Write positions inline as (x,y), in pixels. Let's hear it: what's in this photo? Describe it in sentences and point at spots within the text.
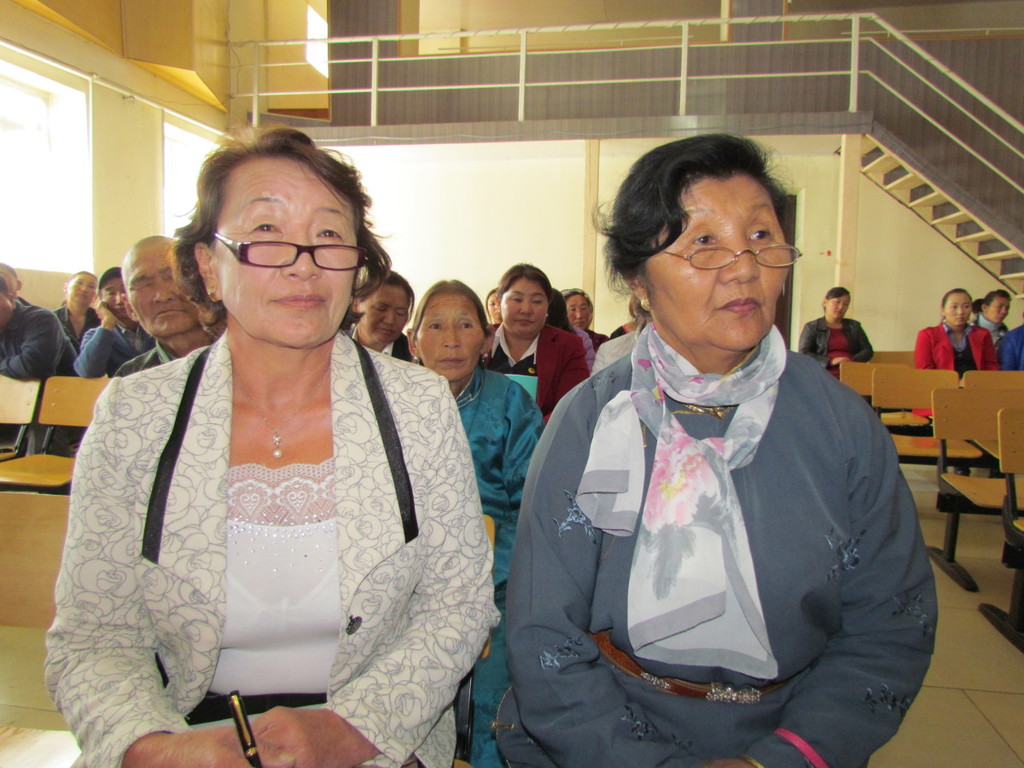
In this image we can see some persons (586,600), chairs (47,560) and other objects (29,238). In the background of the image (521,234) there are some persons (826,305), wall (924,101), railing (965,86), chairs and other objects (170,34).
